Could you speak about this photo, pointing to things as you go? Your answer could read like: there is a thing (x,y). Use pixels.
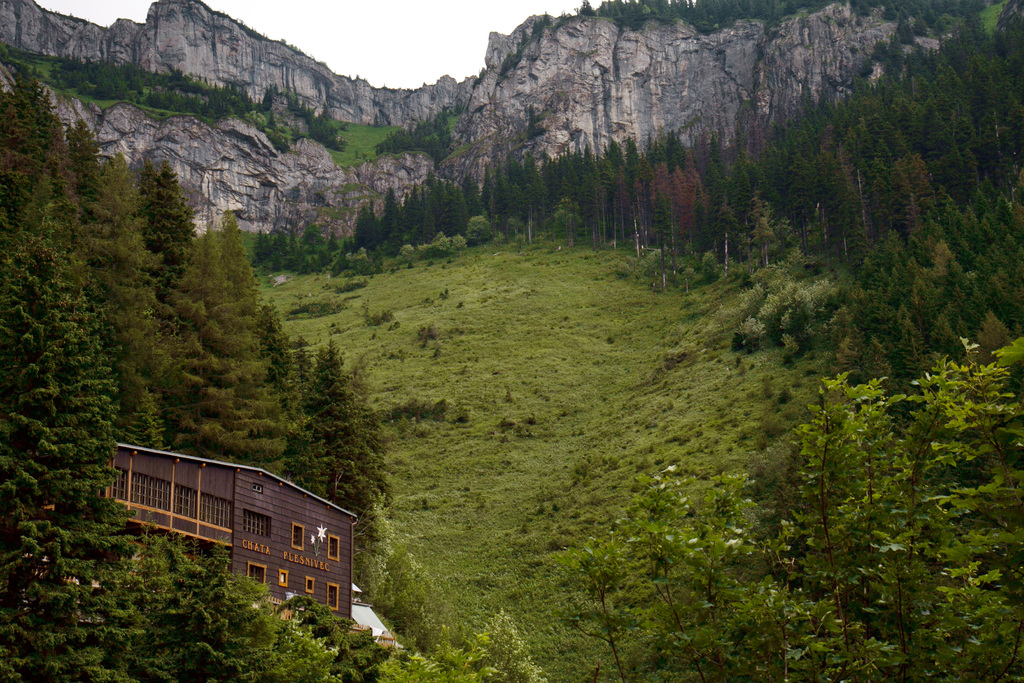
In this picture we can see a building (199,512), trees (166,544) and hills (457,171). Behind the hills (379,141) there is the sky (406,59).
